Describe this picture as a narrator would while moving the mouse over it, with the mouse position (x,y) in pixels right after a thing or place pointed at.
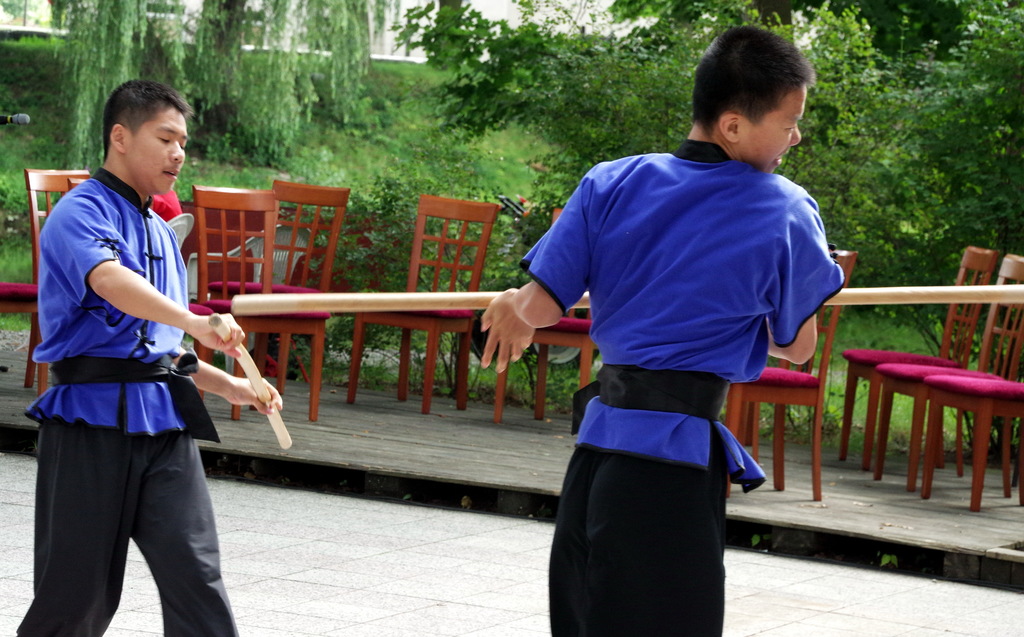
In this picture I can observe two men (639,379) wearing blue and black color dresses (660,215). They are holding sticks (857,296) in their hands (195,315). I can observe brown color chairs (202,226). In the background (221,62) there are trees (496,92) and plants (415,178) on the ground (419,152).
